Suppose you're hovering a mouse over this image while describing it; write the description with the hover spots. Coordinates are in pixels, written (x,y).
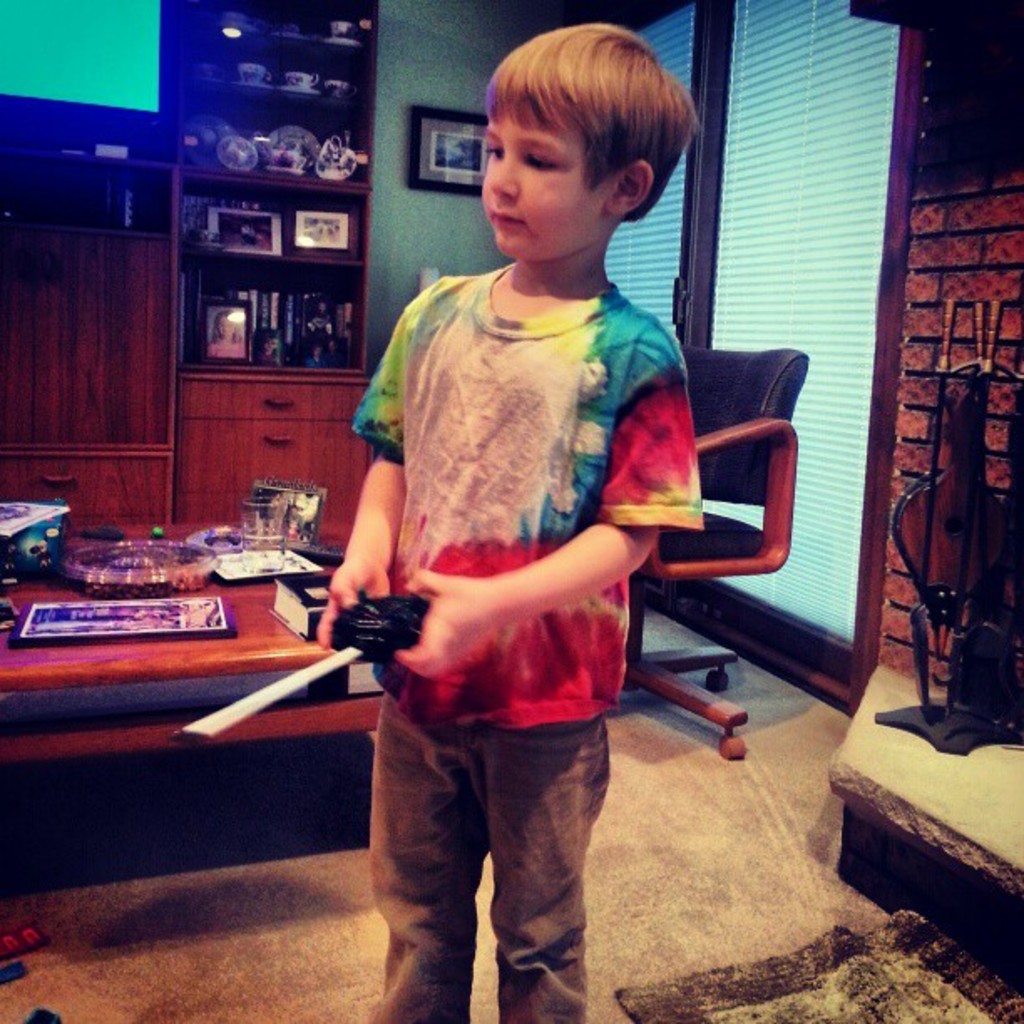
This is the boy (526,612) standing and holding some black color object (377,632) in his hands (429,607). This is the table (157,641) with a book (310,589), tumbler (272,539), frame (293,527) and some objects (223,569) on it. This is an empty chair (733,544). I can see some object (928,544) placed here. At background (241,367) I can see a rack (296,281) with photo frames (227,340), books (294,325), cup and some ceramic items (297,160). This is the photo frame (425,139) attached to the wall (459,94). These are the drawers (286,437). This looks like a door (710,222) with a door lock (681,299).
